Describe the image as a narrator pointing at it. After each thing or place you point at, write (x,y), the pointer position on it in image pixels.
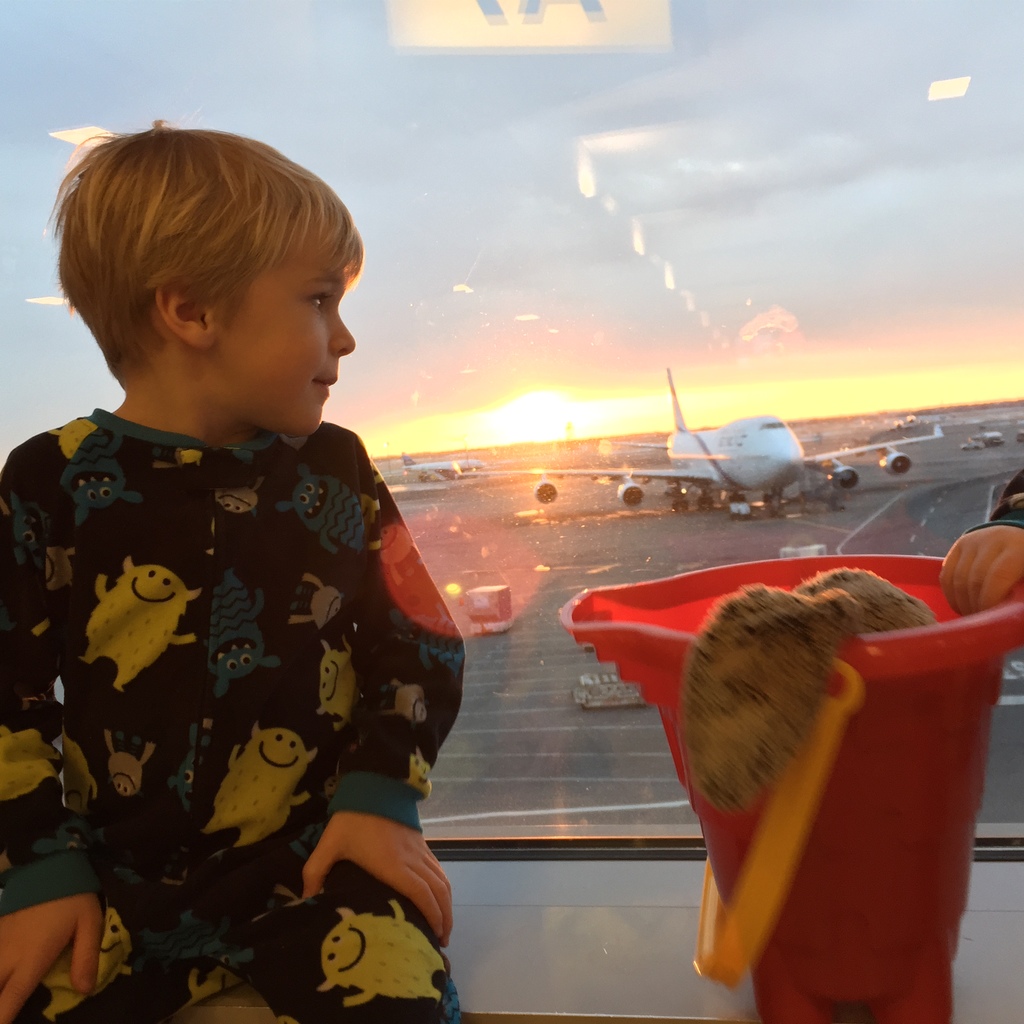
In this image there is one kid (288,767) sitting on the left side of this image (251,771), and there is one object (798,922) is kept on the right side of this image (783,813) and there is a ground (593,533) as we can see from this glass (535,598) in middle of this image (555,557), and there are some planes (715,478) on the background (720,466). There is a sky (631,267) at top of this image (736,194) and there is one person's hand (966,588) on the right side of this image (966,569).
